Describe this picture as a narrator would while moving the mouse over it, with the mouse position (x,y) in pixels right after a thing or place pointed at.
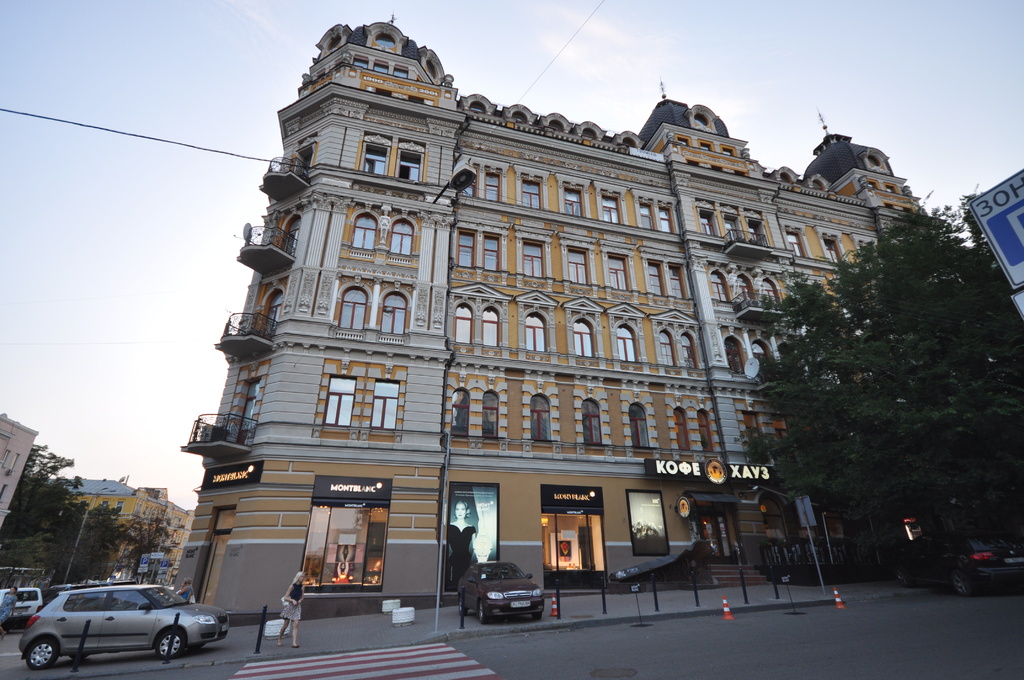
In this picture there is a building (596,458) in the center of the image (450,365) and there are other buildings (152,488) on the left side of the image (152,501) and there are trees (923,310) on the right (918,369) and left side of the image (129,522), there are shops (542,550) and cars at the bottom side of the image (549,596) and there is a sign board (1018,295) on the right side of the image (1009,210).
